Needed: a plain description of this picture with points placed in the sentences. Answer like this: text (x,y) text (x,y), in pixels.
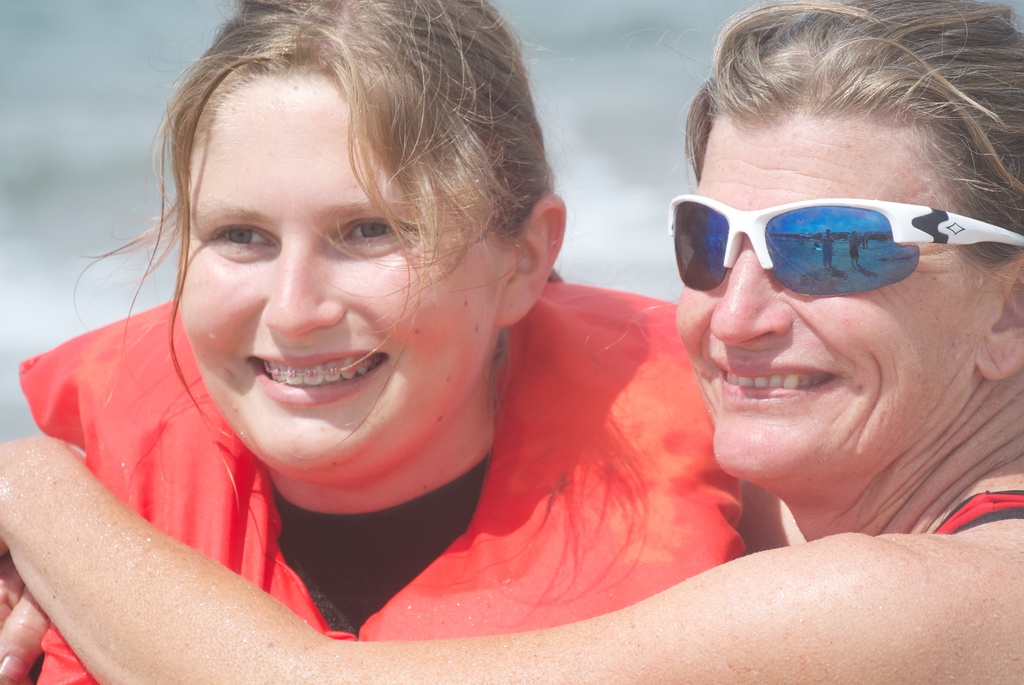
In this picture I can see couple of women (355,333) and I can see a woman (788,355) wearing sunglasses (805,258) and I can see blurry background (55,311).
